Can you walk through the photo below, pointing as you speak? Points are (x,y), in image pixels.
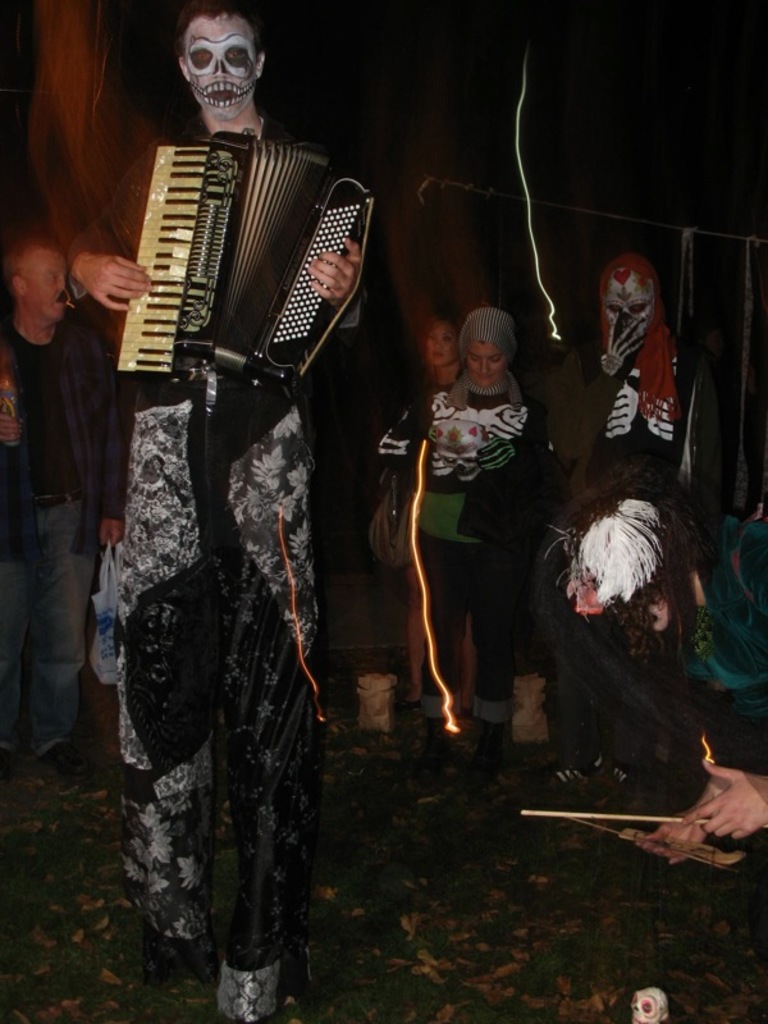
In this image there is a person (200,381) playing some musical instrument (200,342) in his hand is dressed in halloween costume (221,65), behind him there are a few people (86,353) dressed in halloween costumes (538,438).
